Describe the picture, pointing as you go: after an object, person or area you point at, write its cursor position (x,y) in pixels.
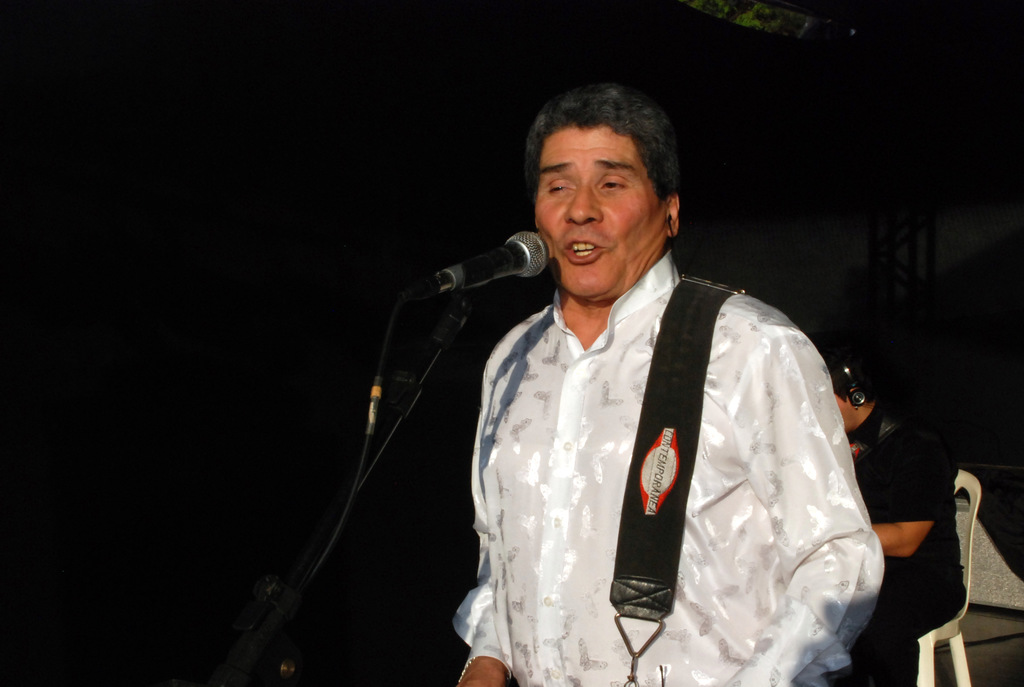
In this picture we can see a person (646,247), here we can see a mic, at back of him we can see a person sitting on a chair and in the background (804,323) we can see it is dark.
